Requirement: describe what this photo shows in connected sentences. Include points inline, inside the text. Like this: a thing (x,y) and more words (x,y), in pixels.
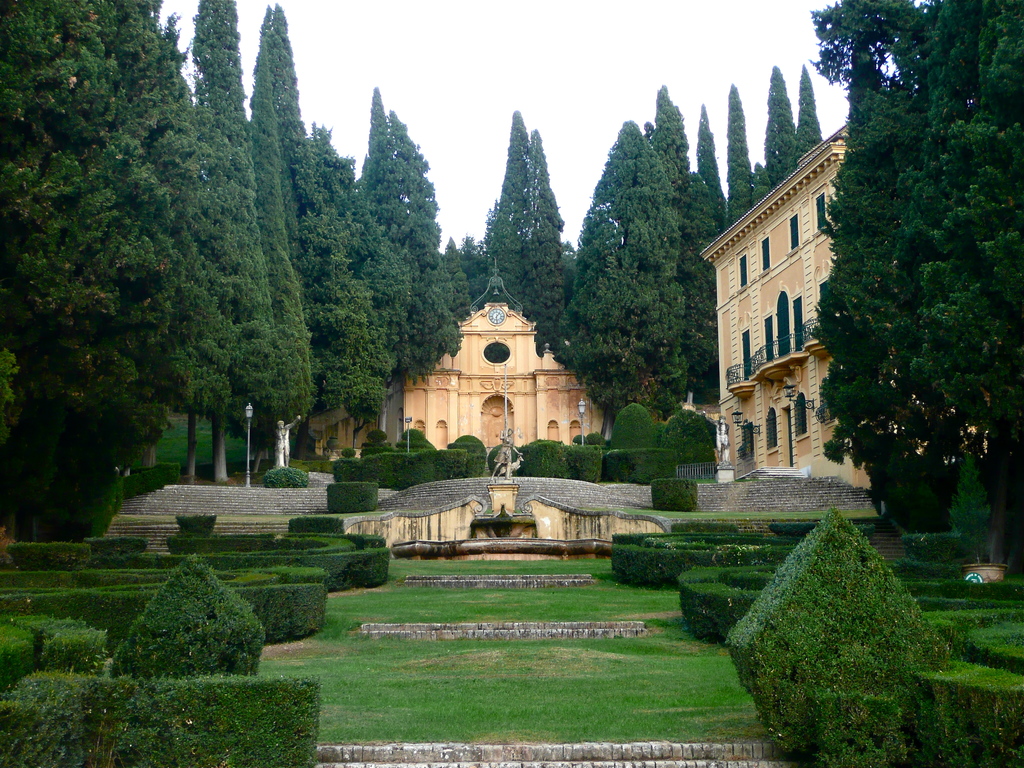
In the picture we can see a church building (517,413) with an architecture and near to it, we can see many plants (475,449) and grass surface (458,612) and around the building (572,387) we can see many trees (597,393) and besides, we can see a part of the building (802,436) with windows (774,444) and doors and on the top of the trees (573,352) we can see a part of the sky (594,37).
